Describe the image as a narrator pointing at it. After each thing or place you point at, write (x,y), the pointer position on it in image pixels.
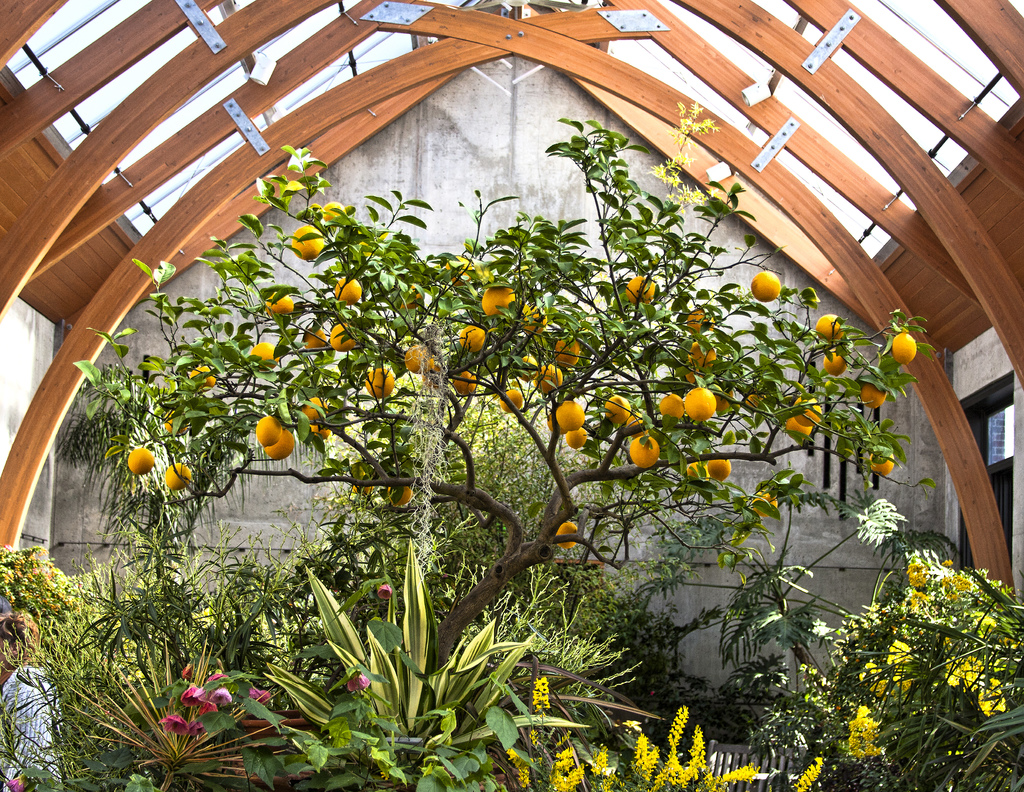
In this image I can see houseplants (355,647), person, tree (593,473), wall (321,488) and a shed (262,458). This image is taken may be in a garden (528,663).
